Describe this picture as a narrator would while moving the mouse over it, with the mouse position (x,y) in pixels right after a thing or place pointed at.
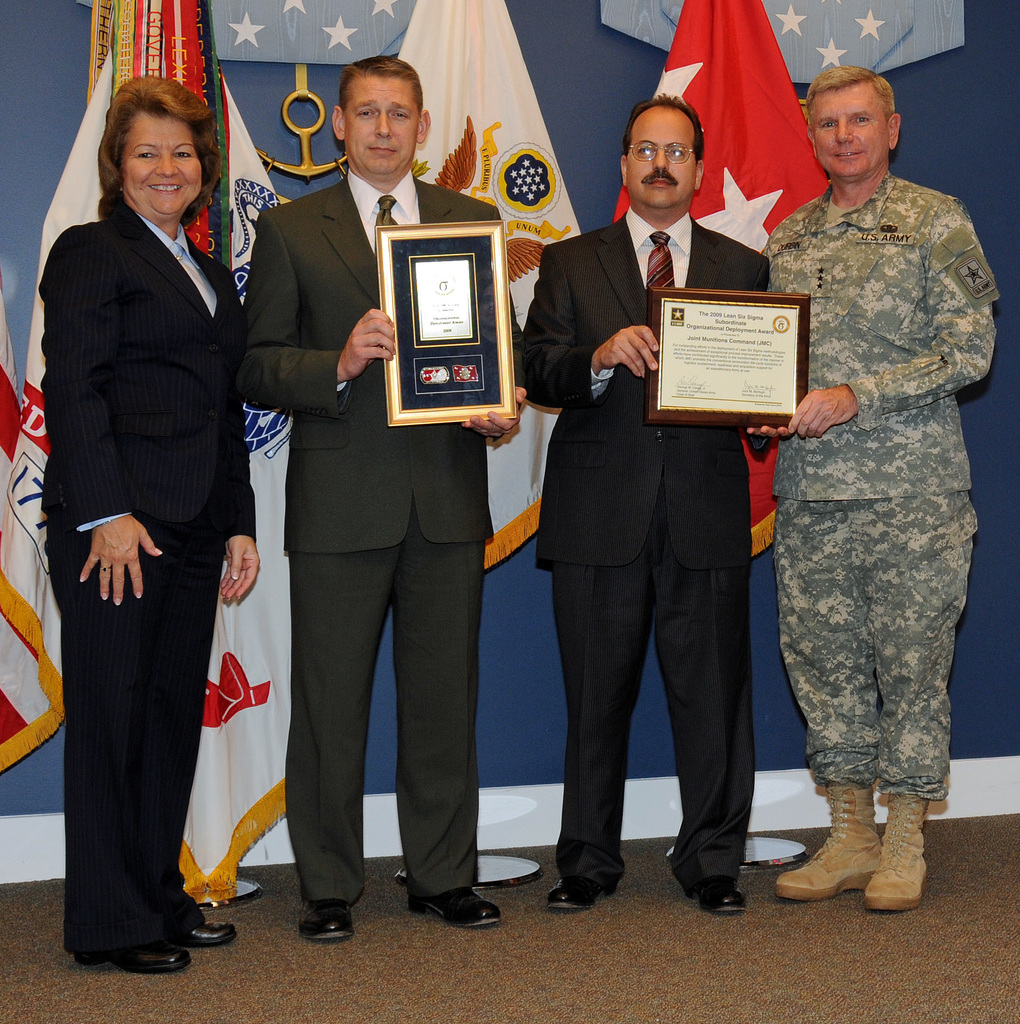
In this image we can see some persons (350,559) wearing suit (441,534) and one of the person (809,466) wearing army dress (848,336) holding some awards (493,396) in their hands (851,403) and in the background of the image (517,97) there are some flags (731,101) and blue color sheet (615,50).
